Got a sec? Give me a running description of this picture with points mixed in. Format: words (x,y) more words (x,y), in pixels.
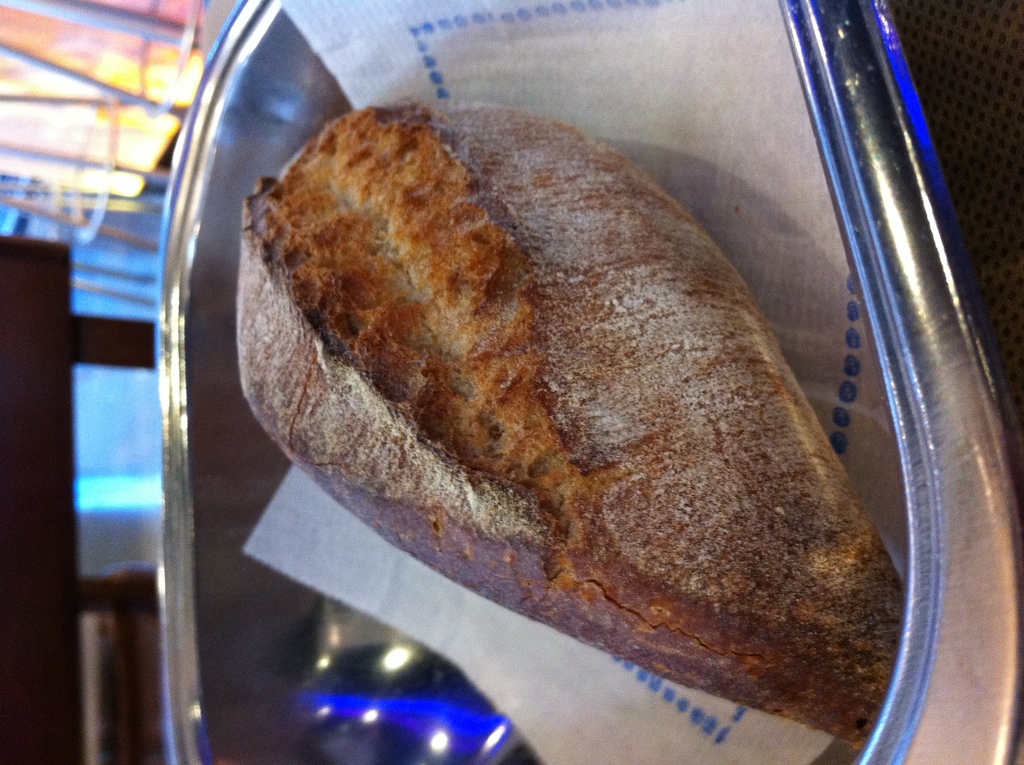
In this picture there is a food (656,325) and tissue (610,59) in the bowl (945,393).
